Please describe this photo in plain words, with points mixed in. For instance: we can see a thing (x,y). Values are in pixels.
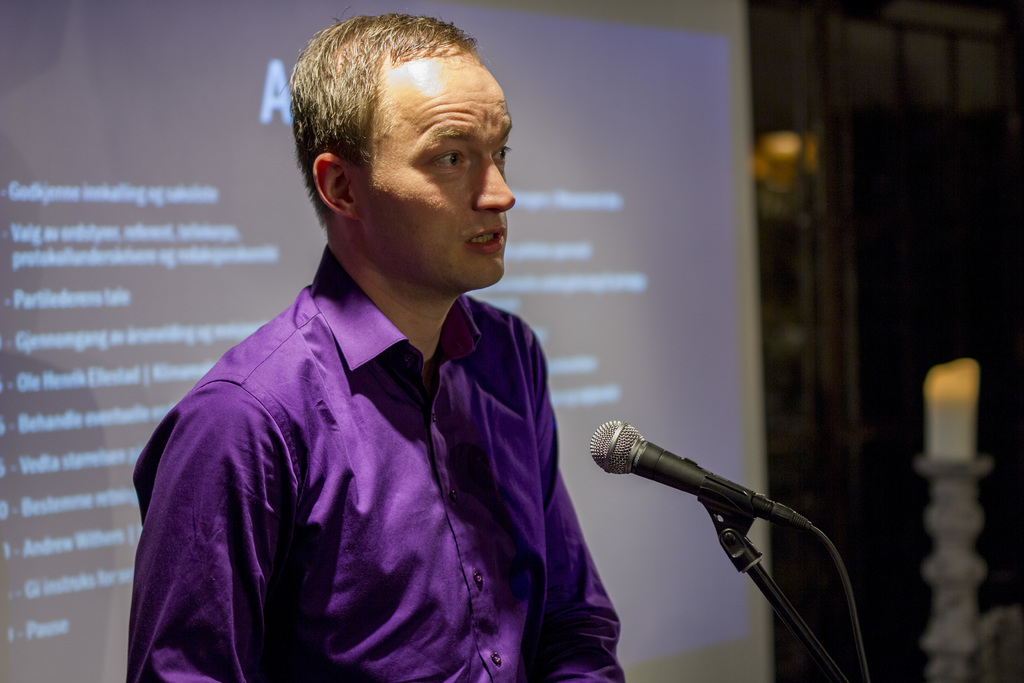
In this images there is man (404,367) standing in the center (425,428) and in front of the man (423,427) there is a mic (689,476). In the background (246,194) there is a screen (219,218) with some text (199,260) written on the screen (567,260).
